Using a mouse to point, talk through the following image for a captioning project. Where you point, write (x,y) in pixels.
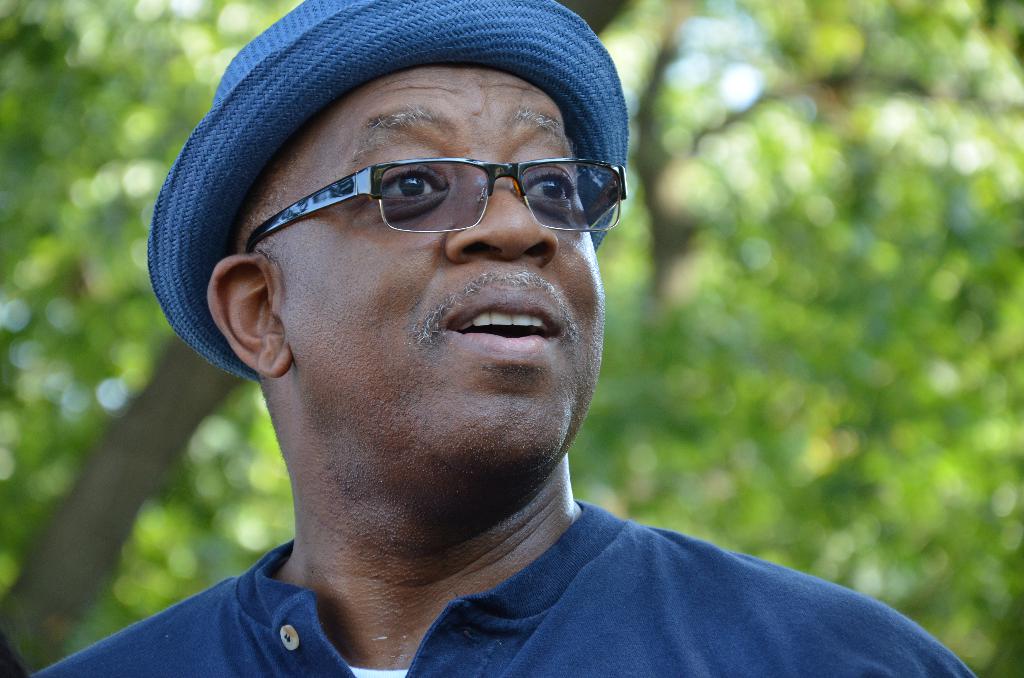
In this image I can see the person (484,414) with blue and white color dress (383,675) and also hat (275,141). I can see the person (465,204) wearing the specs (465,204) and there are trees (802,312) in the back (804,342).
